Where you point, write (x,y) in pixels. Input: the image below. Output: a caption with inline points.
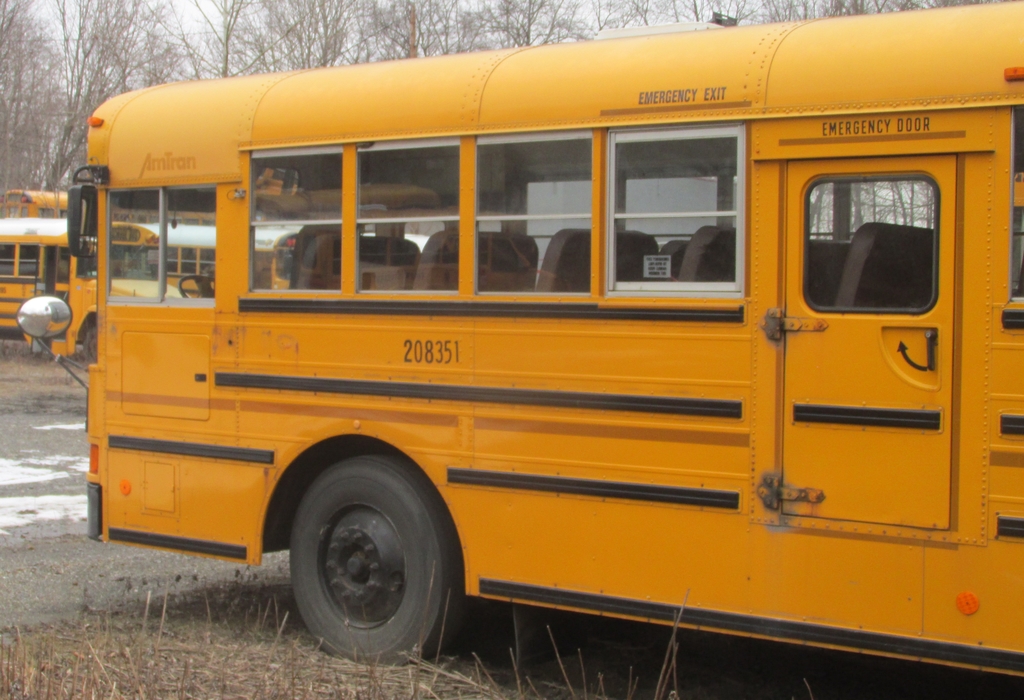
In this image we can see buses (590,294). On the ground (66,523) there is grass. In the background (83,76) there are trees (342,45).
